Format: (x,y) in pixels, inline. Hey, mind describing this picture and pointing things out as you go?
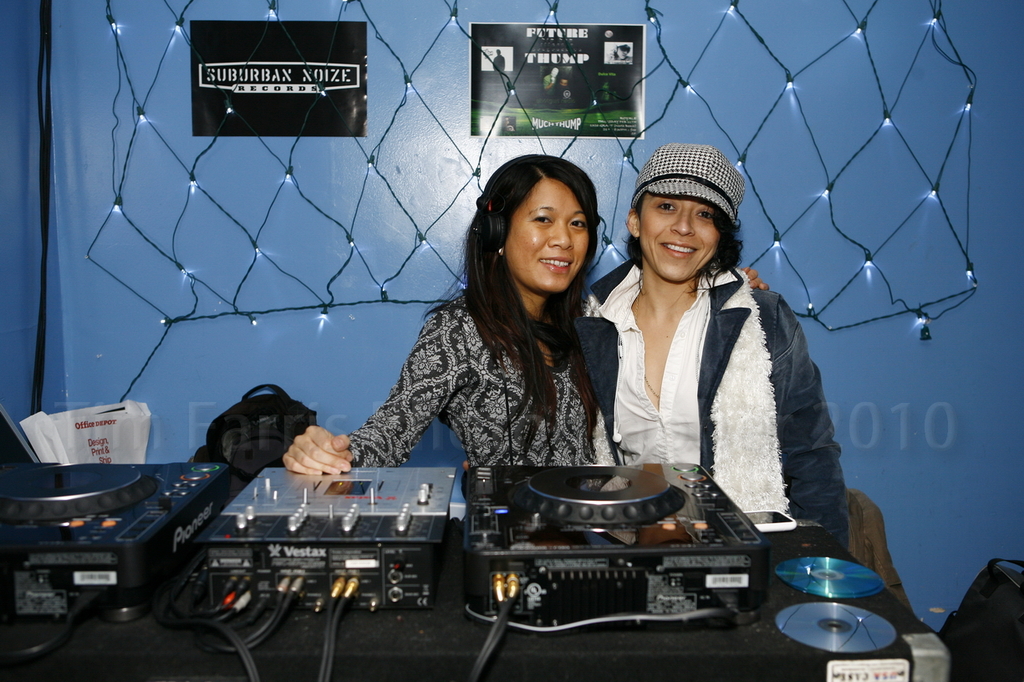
In this image, there are two people (553,375) smiling. I can see the CD's (834,609) and electronic devices (116,596), which are placed on the table (503,659). These are the lighting's (247,276) and posters (608,80) attached to the wall (761,85). I can see the watermark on the image. On the right corner of the image (990,594), that looks like a bag (974,602).
